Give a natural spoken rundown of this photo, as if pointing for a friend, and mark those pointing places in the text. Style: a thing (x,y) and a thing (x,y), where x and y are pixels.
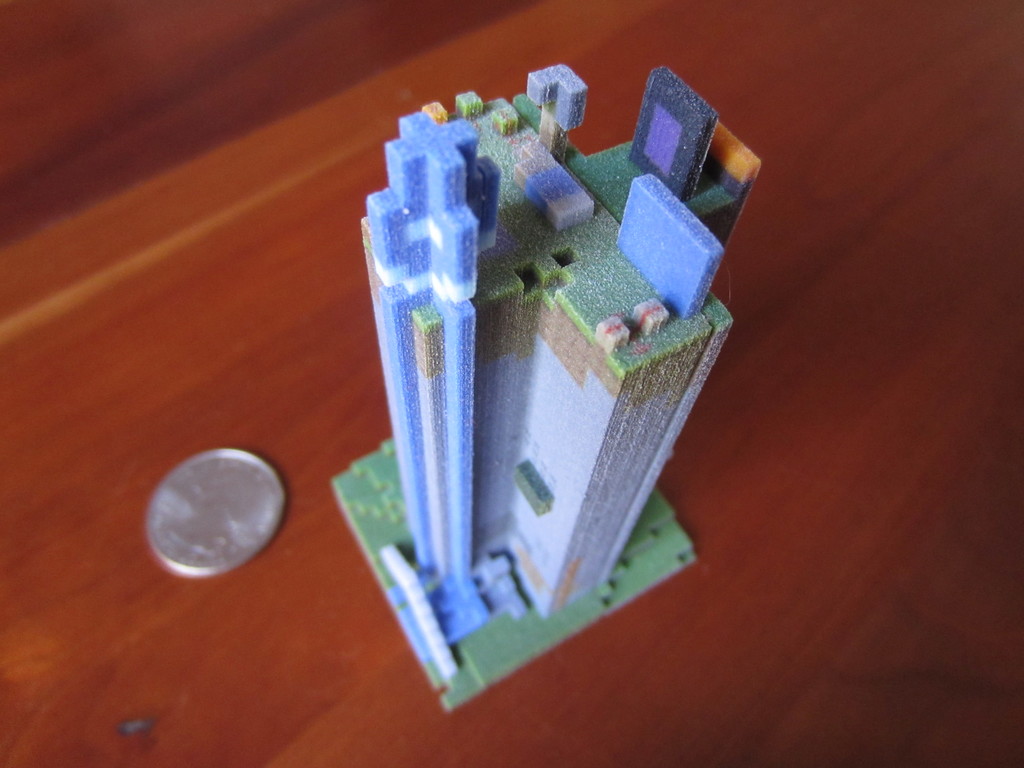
In the center of the picture (445,385) there is a duplicate of a building (472,429), beside the building (451,460) there is a coin (215,518). At the bottom (239,717) it is table (272,297).
